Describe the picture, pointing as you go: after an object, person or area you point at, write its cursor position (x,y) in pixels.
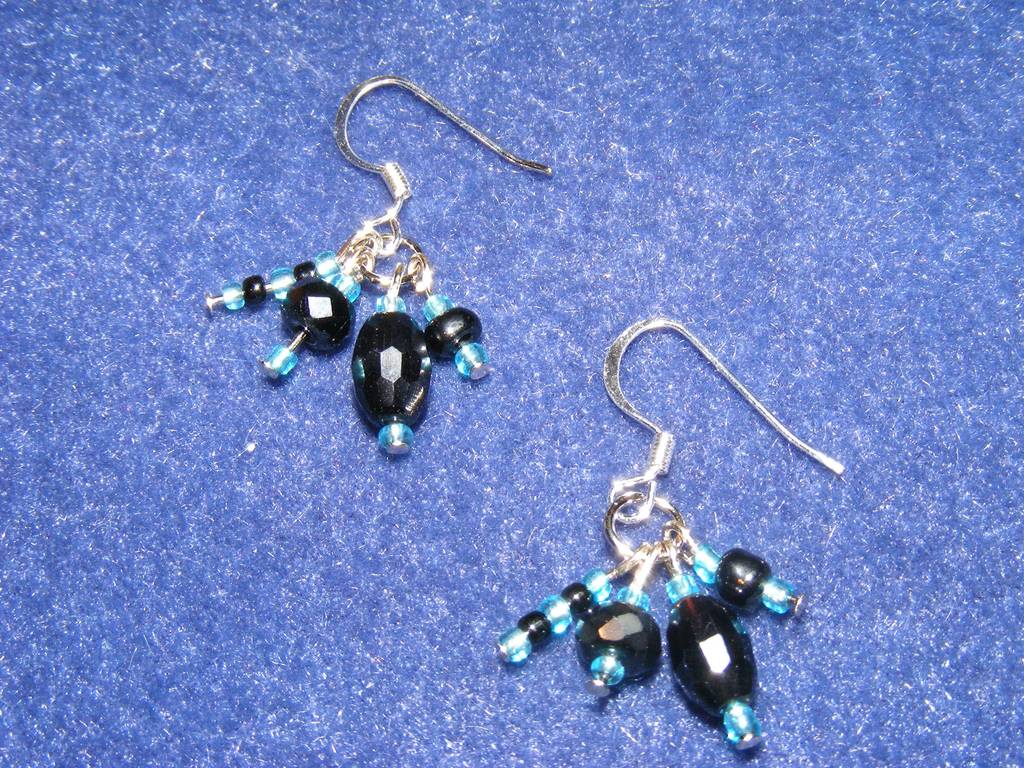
In this image we can see there are earrings (646,500) placed on the surface (576,266) of the floor (384,616).
